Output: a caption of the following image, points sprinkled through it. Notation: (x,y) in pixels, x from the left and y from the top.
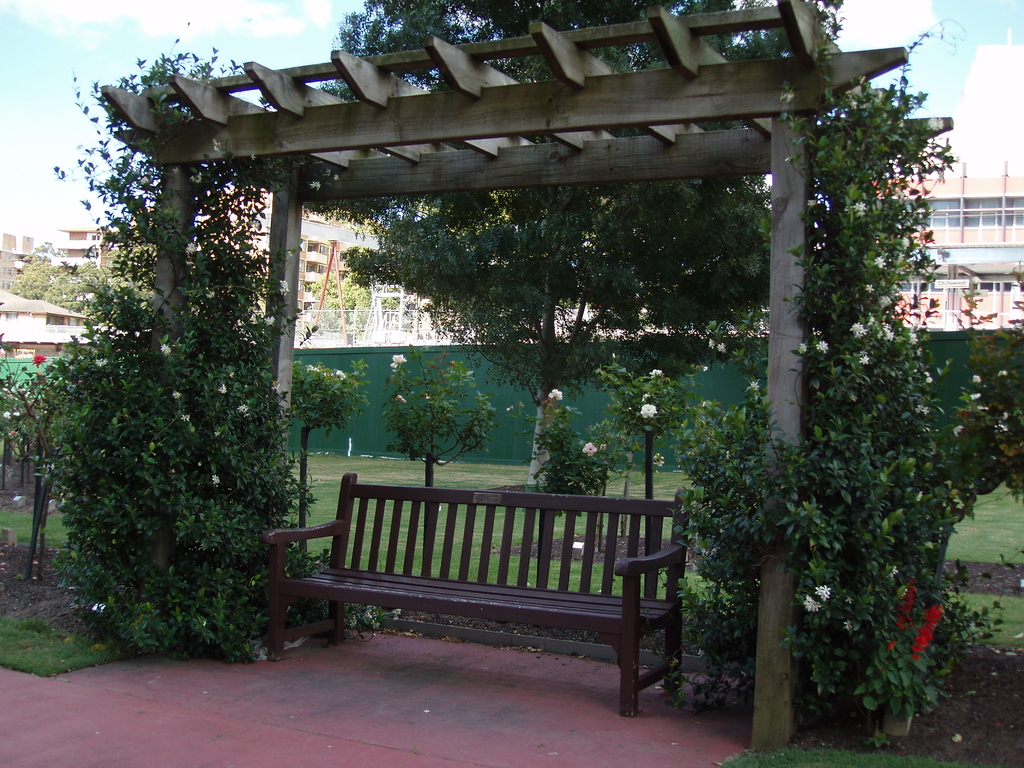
In this image we can see some buildings (55,334) in the background (965,191), few objects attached to the buildings (21,309), some objects (384,315) in the background (421,315), one green wall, some trees (775,36), one bench (623,596), one wooden object (780,338) with poles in the middle of the image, some plants (31,377) with flowers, some objects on the ground (34,572), some grass (51,643) on the ground (1015,730) and at the top (31,82) there is the cloudy sky (53,219).
